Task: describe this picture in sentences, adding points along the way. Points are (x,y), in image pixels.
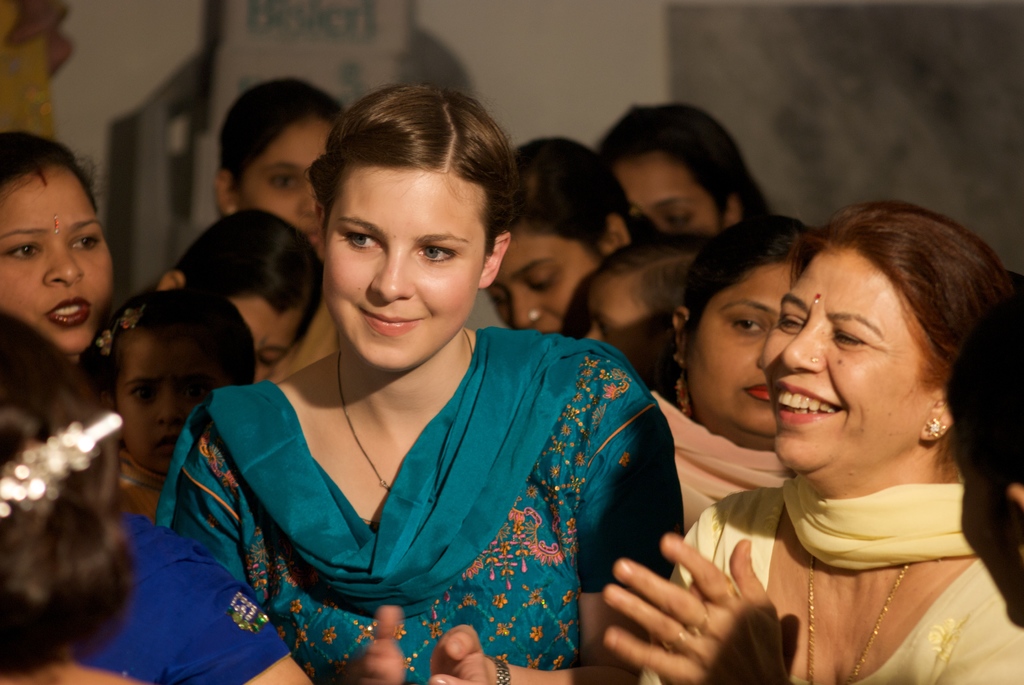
In this image we can see one lady (505,507), she is wearing blue color dress (473,553). Beside her one more lady (822,580) is there and she is wearing yellow color dress (960,614). Background of the image (139,360) so many ladies (732,397) and girls (625,278) are present.
